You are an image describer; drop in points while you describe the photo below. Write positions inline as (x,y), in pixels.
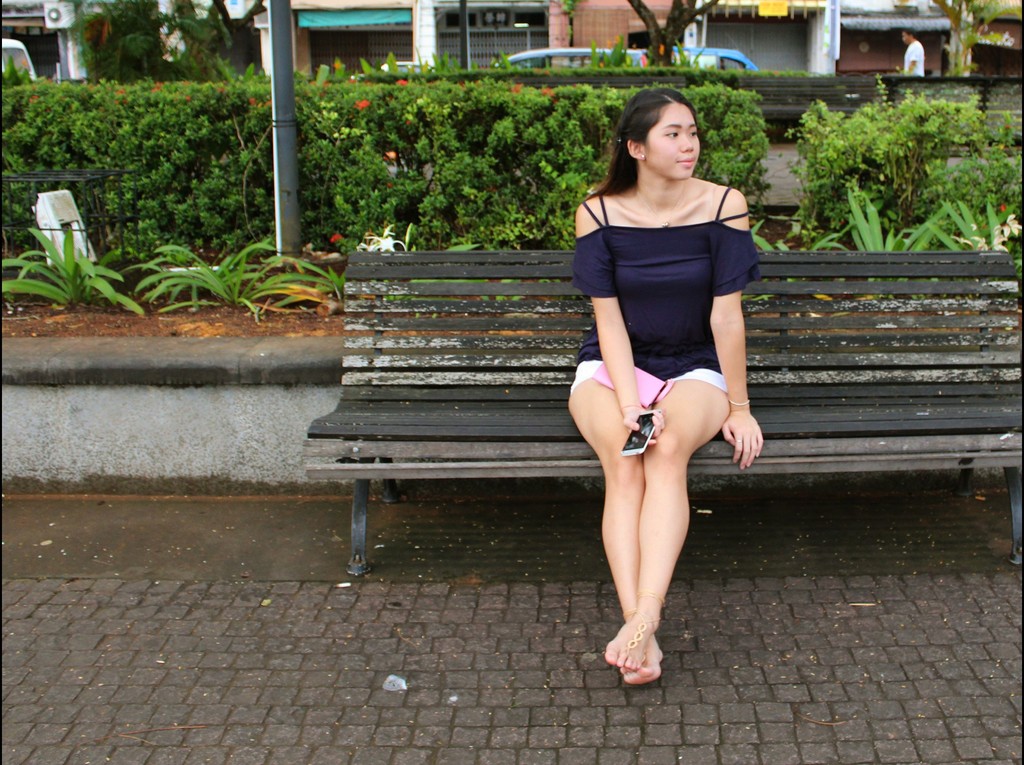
There is a woman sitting on a wooden bench (535,444). In the background (816,104) we can see plants (911,171), a car (531,66) and a man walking and he is on the top right side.
